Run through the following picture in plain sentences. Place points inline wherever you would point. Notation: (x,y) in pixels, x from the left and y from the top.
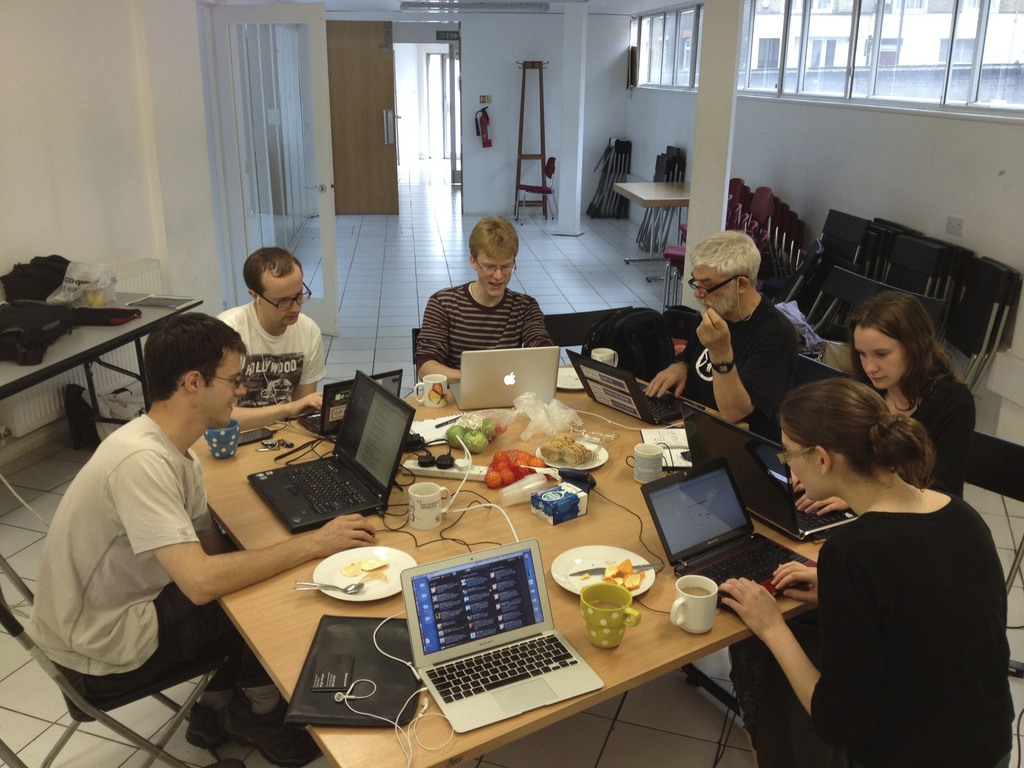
This image is clicked in a room (57,189). There is a door (362,105) on the top (362,105). There are tables (511,433) and chairs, people (219,370) are sitting in chairs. On the table (470,539) there are cups (600,630), laptops (418,568), plates (329,559), eatables (349,566), spoons (322,589), covers (511,424), fruits (493,473).
